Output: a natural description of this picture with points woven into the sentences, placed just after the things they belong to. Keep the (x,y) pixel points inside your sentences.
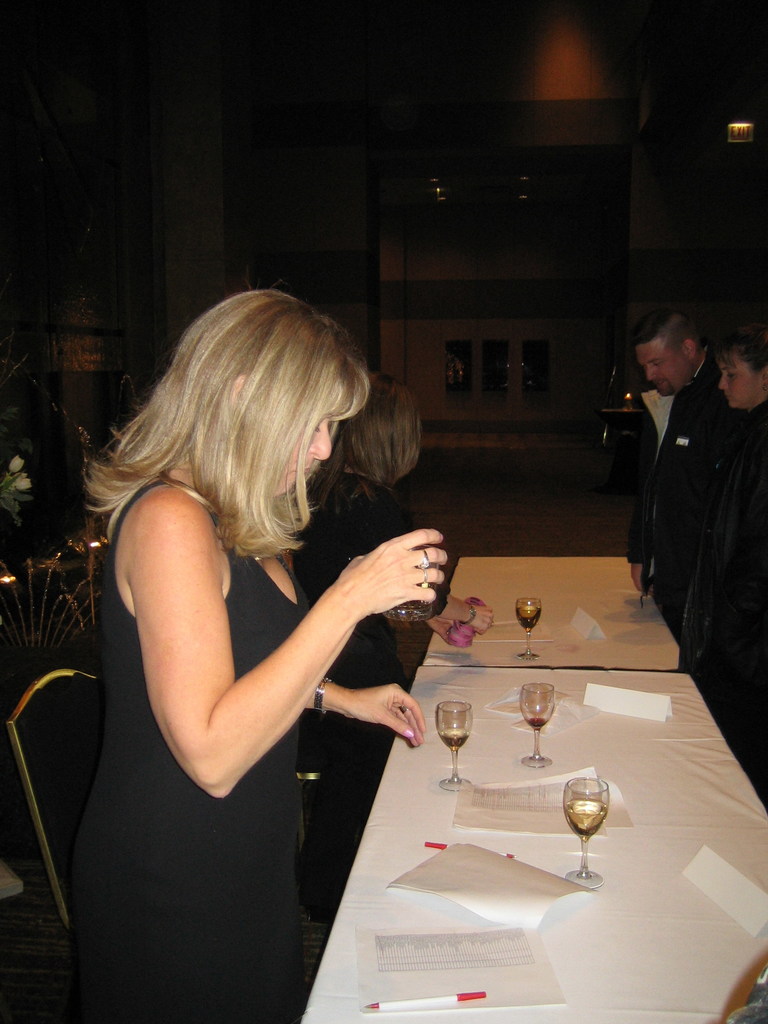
in the image we can see few persons (294,439) were standing around the table (493,739). On table (554,570), we can see glasses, papers (509,959) and pen (453,996). And back we can see wall (381,247) and few objects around them.
